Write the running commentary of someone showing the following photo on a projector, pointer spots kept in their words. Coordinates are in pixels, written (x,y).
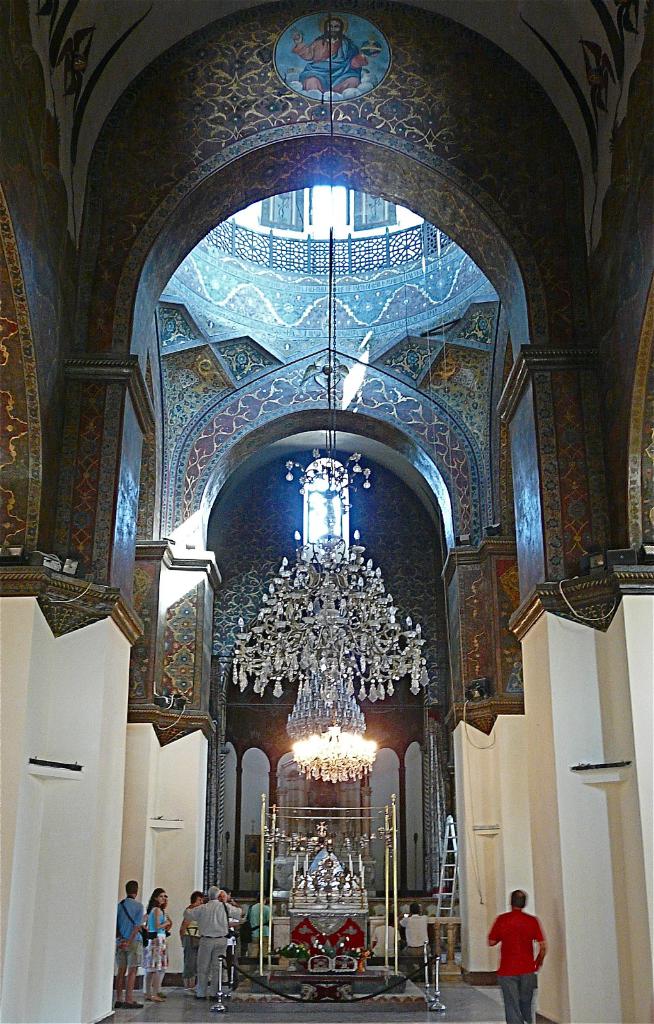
A picture inside of a building (121,772). Here we can see chandelier (284,627), people (150,912) and ladder (447,837).
